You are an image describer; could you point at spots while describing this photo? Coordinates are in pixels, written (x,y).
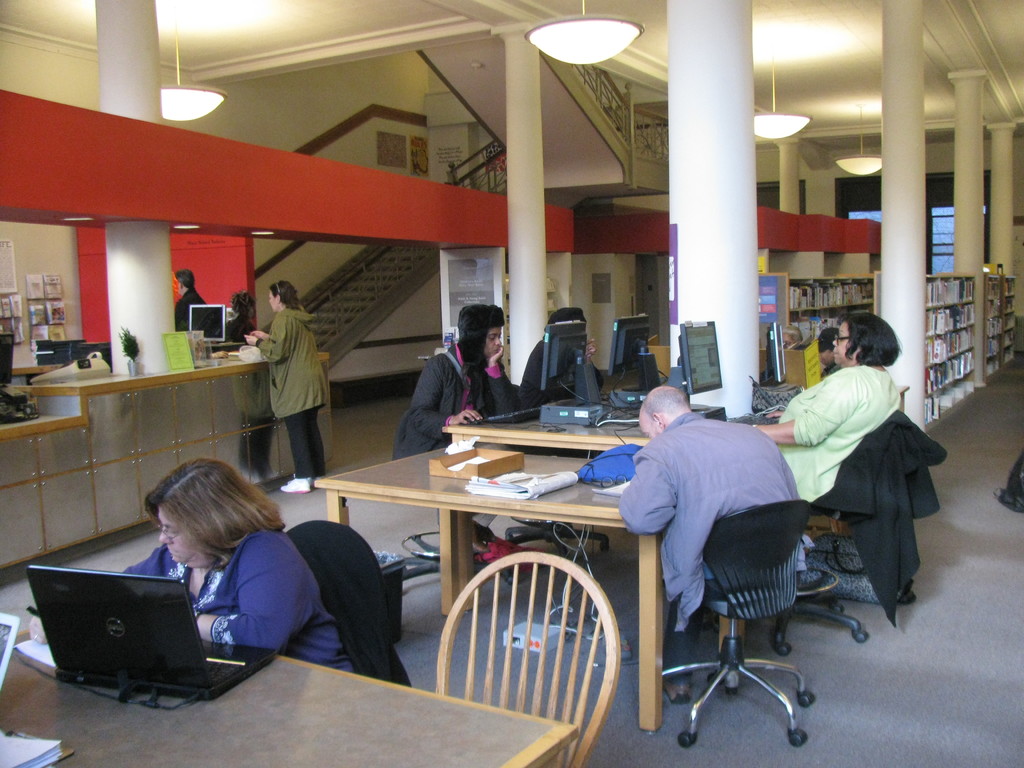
In the image we can see that, there are five people (516,391) sitting and three of them are standing. There is a table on which there are systems (582,363) kept. This is a wooden shelf (944,332) on it there are book (941,359). This is a pillar (727,143), lights (580,48) and stairs (382,277). This is a chair (545,653).
